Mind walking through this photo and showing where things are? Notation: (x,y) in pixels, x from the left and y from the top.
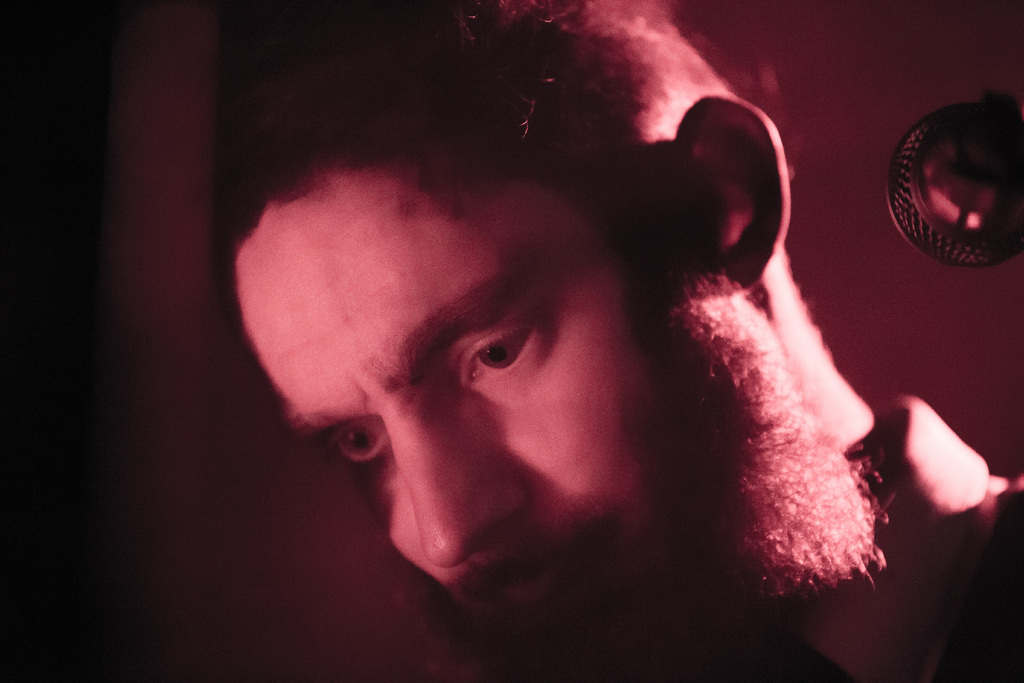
In this image I can see a person (477,282) looking down I can see a metal object (942,178) behind him on the wall (861,304). The background (112,219) is dark.
